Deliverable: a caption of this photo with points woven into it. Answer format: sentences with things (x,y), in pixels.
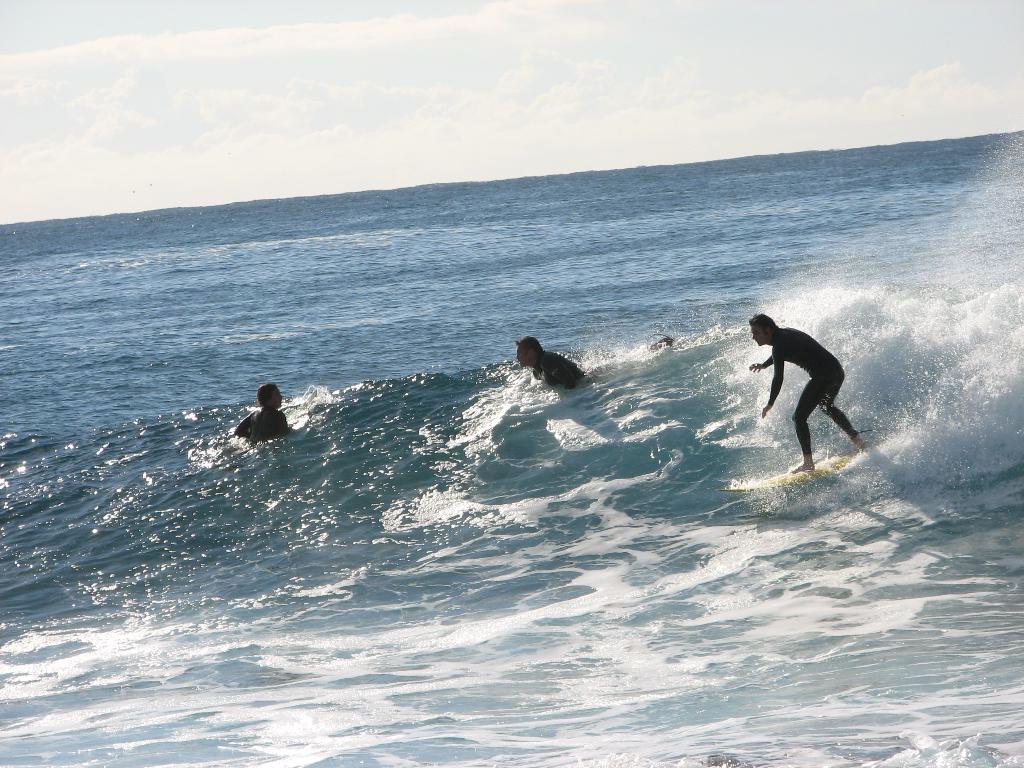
On the right side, we see a man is surfing on the body of the water (747,524). We see the two people (251,438) are swimming in the water (299,309). In the background (299,309), we see water (240,412) and this water (402,295) might be in the sea (362,508). At the top (339,86), we see the sky (447,94) and the clouds (495,77).
